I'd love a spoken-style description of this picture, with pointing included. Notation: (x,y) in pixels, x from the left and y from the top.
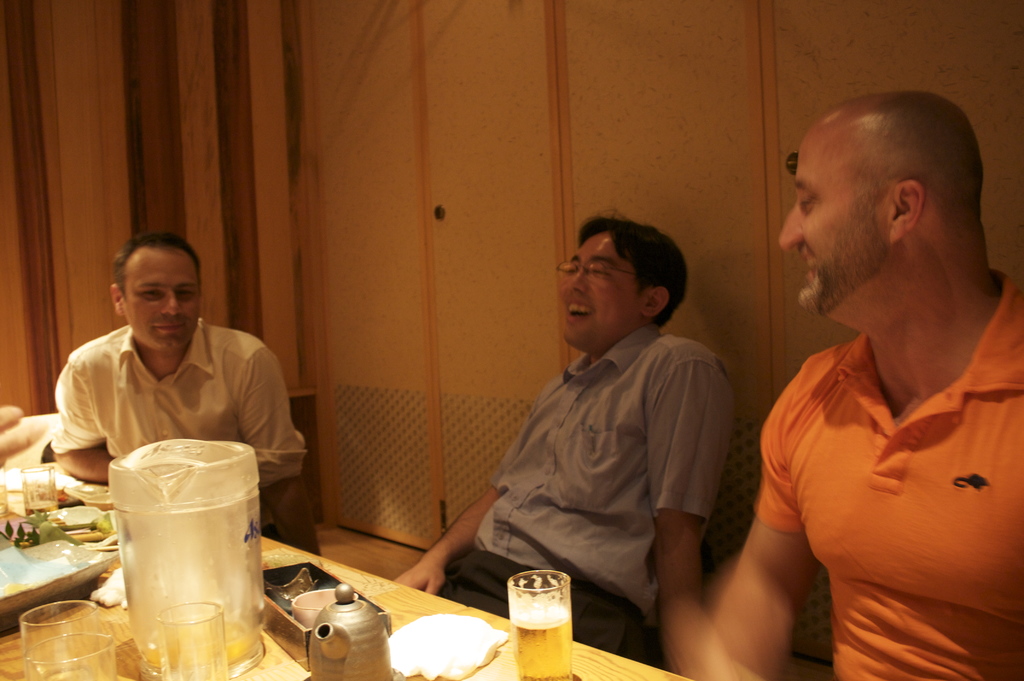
In the middle of the image (651,346) few people (963,441) are sitting and smiling. Bottom left side of the image (1,673) there is a table (14,670), On the table (497,627) there is a glass (558,604) and there are some products (222,534). At the top of the image (420,56) there is a wall (420,56).
